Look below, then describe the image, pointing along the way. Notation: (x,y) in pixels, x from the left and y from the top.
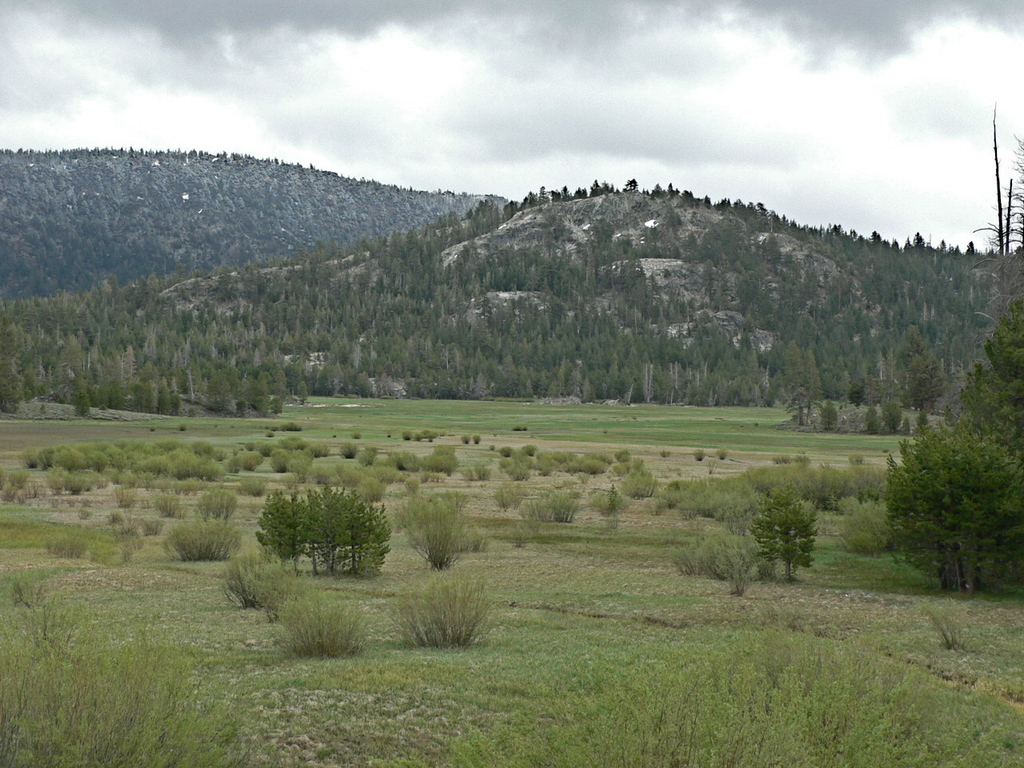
In this image I can see the ground (546,607), some grass (607,621) on the ground (635,612) and few trees (293,549) which are green in color on the ground (780,464). In the background (657,361) I can see few mountains (471,249), few trees (275,263) on the mountains (295,303) and the sky (406,148).
